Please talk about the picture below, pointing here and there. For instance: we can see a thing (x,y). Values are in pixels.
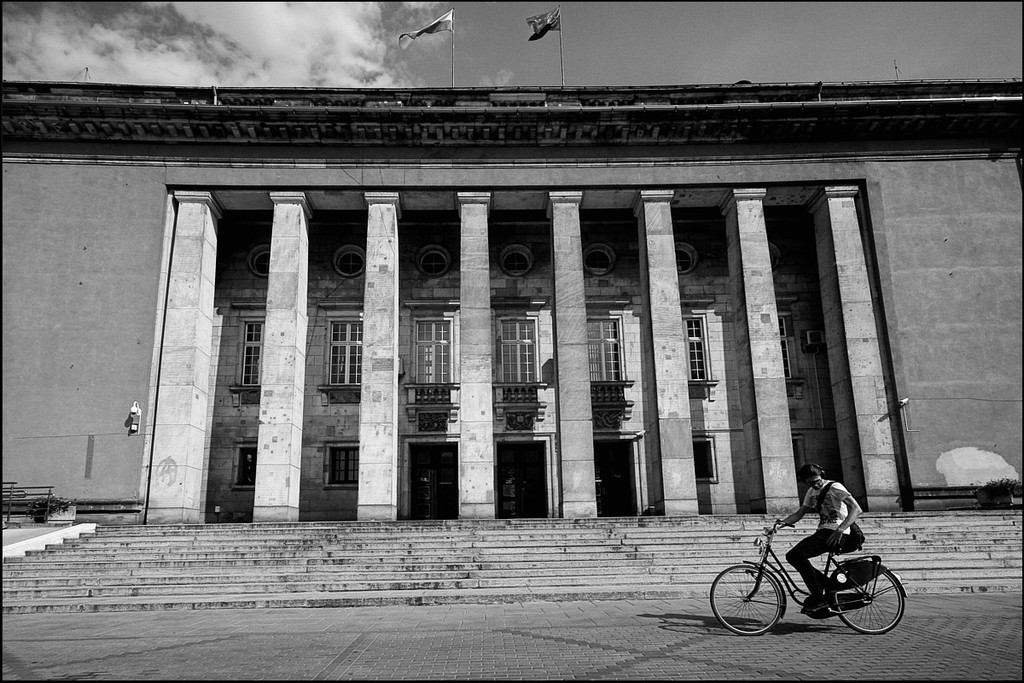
This picture is clicked outside a building (46,252). There is a big building (294,188) in the image. To it there are pillars (843,333), windows (695,350), railing (608,384), doors (608,448) and ventilators (599,259). In front of it there is a staircase (313,564). On the building (465,307) there are flags (440,28). To the right corner (978,500) and left corner (62,520) there are flower pots (74,513). In front of the building (99,520) there is a person (821,542) riding bicycle (787,580). To the top (692,61) there is sky (647,21) with clouds (206,40).
